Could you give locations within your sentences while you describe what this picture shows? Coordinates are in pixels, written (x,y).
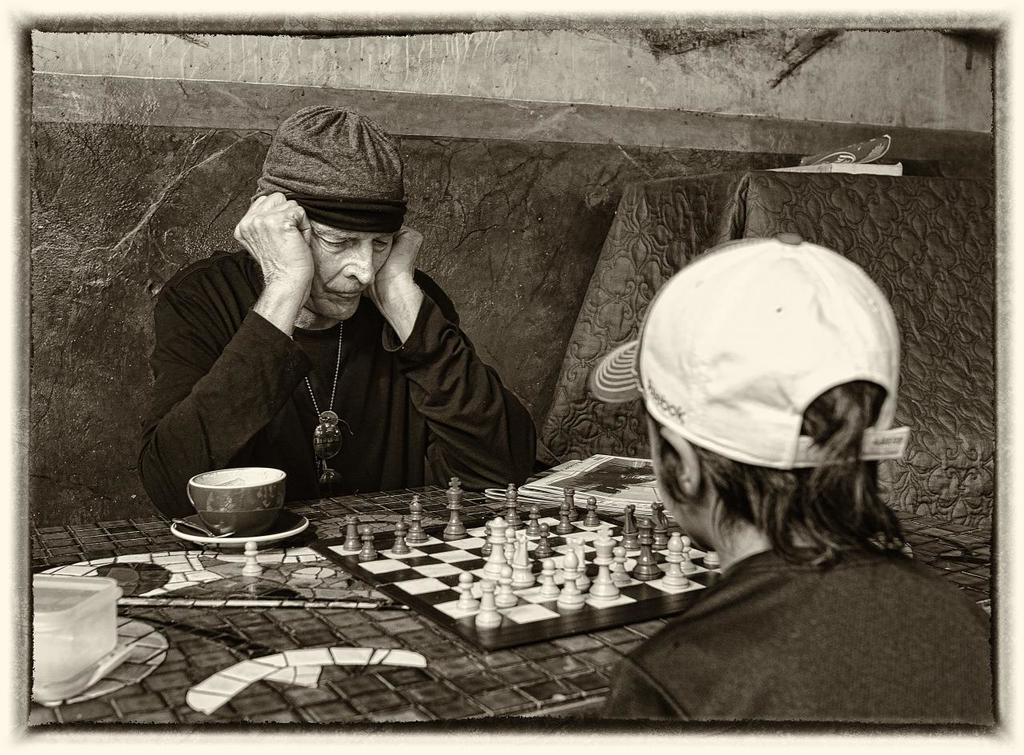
In this picture we can see two people (467,440) playing a chess game (532,539), there is a table (368,654) in between these two people (804,617) and table (303,631) consist of cup (269,522) and saucer (272,534), a chess board (416,551), the man (727,617) in front (816,611) is wearing a cap (819,450) and the man (387,454) opposite of him is also wearing a cap (358,225).
